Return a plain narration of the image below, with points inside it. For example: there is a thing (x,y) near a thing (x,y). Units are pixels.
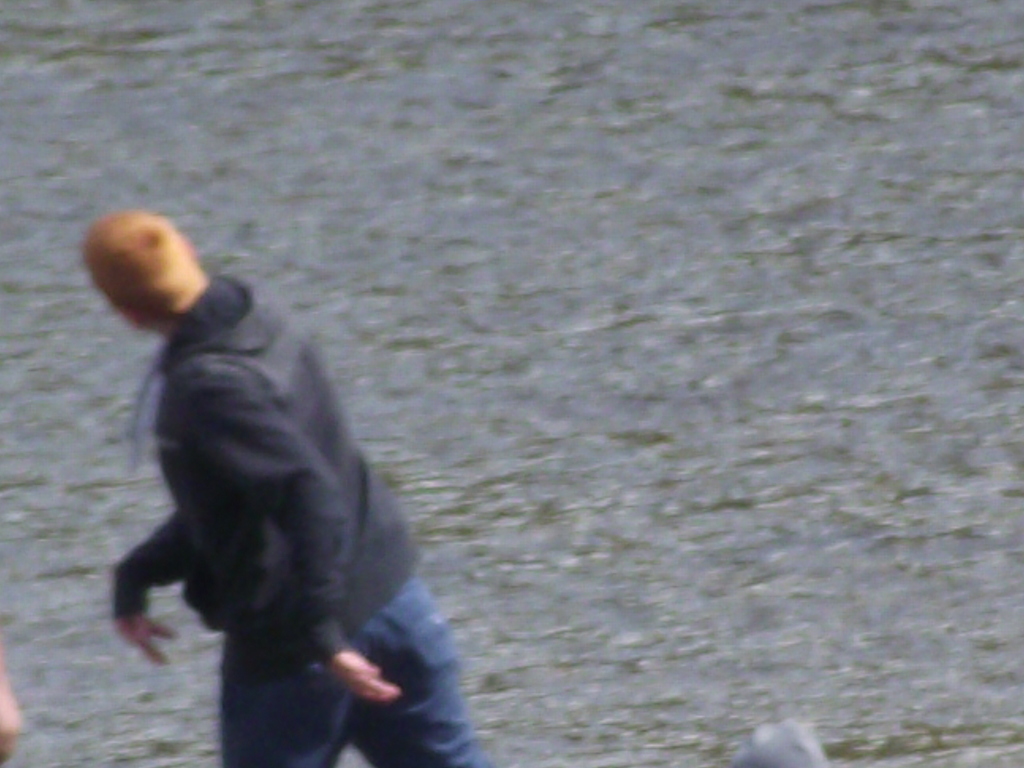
In this image we can see a person (354,566) with jeans (417,766). In the background (617,427) there is water (507,198).
